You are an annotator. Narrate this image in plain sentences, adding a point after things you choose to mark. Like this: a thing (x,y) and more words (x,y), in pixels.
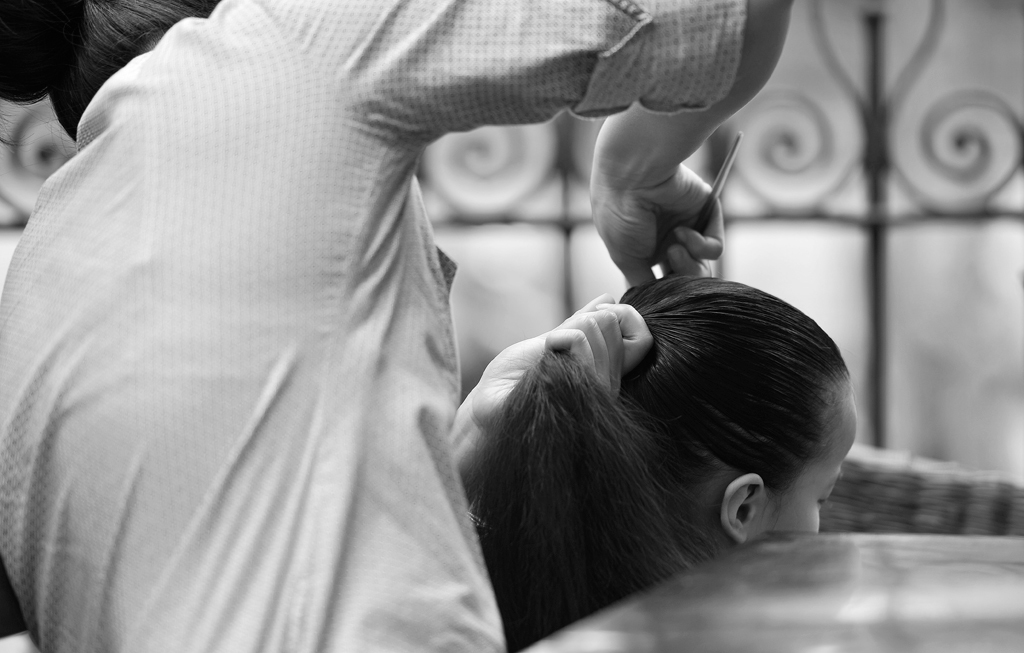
This is a black and white image. In this image we can see a person (328,334) combing the hair (643,372) of a woman (659,405) who is sitting in front of her. On the backside (585,228) we can see a fence (876,324).
